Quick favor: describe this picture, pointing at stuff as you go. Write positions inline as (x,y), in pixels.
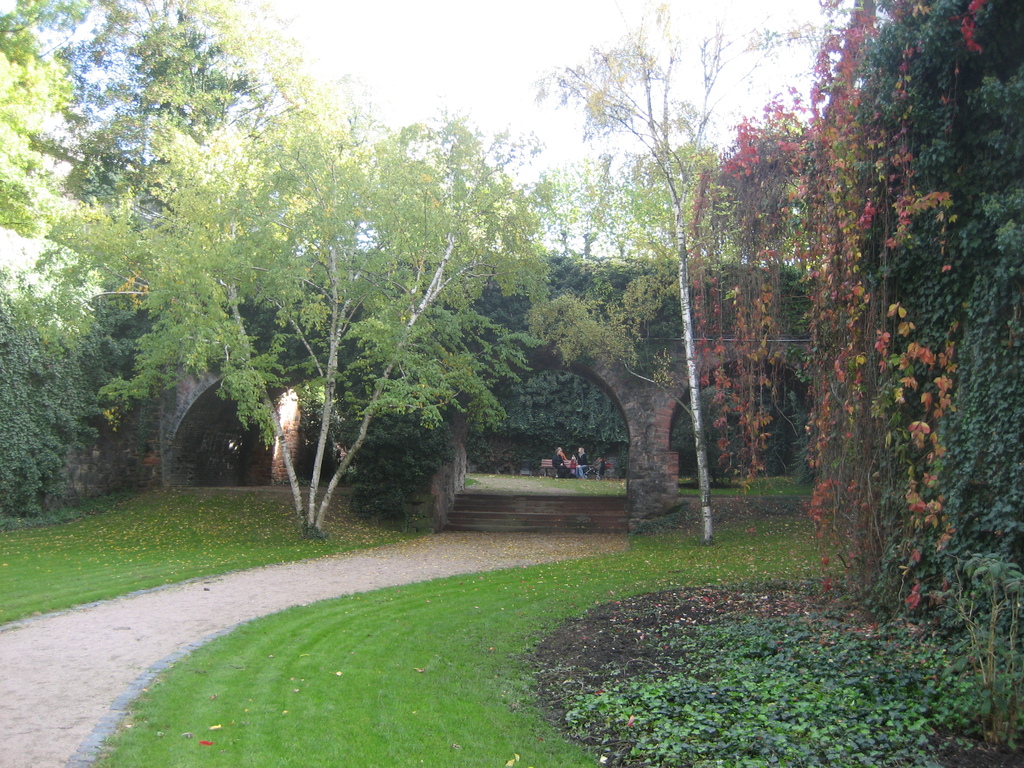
In the picture we can see a pathway (338,570) beside it, we can see a grass surface (474,680) on it, we can see some plants (637,746) and some trees (400,291) and some construction (252,483) of a gateway (664,500) and from it also we can see persons (571,465) sitting on the bench (550,465) and behind them also we can see plants (549,388) and on the top of it we can see a sky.
